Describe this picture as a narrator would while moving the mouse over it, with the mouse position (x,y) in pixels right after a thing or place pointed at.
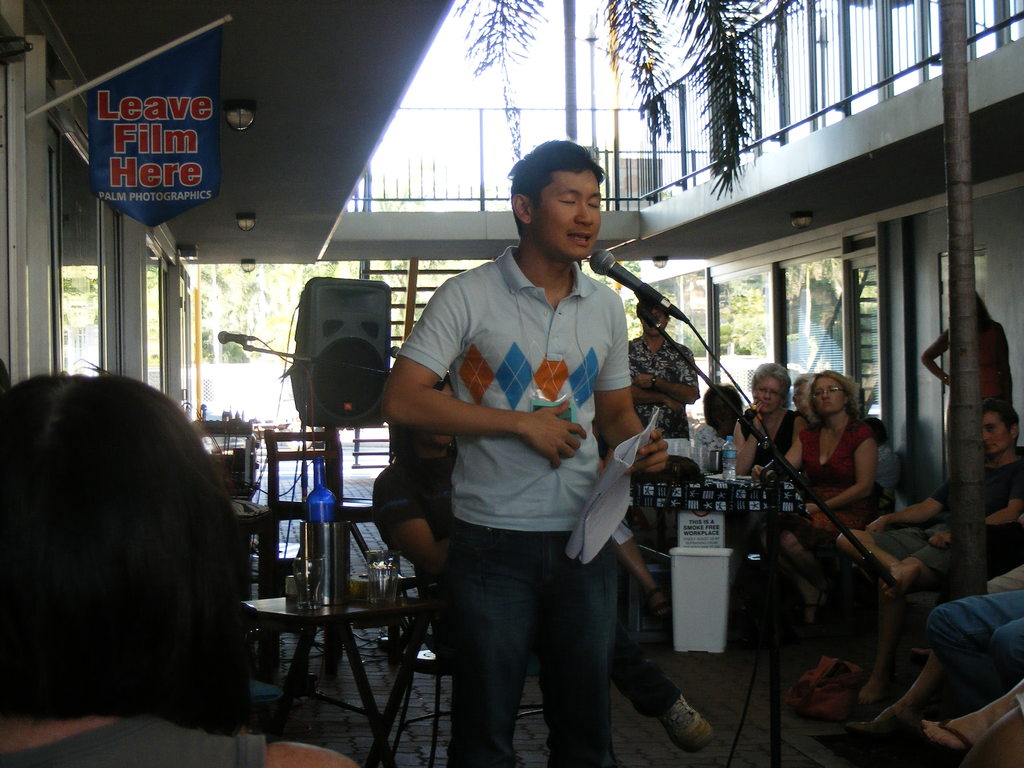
This picture describes about group of people (791,455), few are seated and few are standing, in the middle of the image (573,375) we can see a man (573,375), he is speaking in front of the microphone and he is holding papers (617,463), in the background (317,418) we can see a speaker (306,381), chairs (295,452) and some other things (321,522), and also we can find few trees (754,317).
